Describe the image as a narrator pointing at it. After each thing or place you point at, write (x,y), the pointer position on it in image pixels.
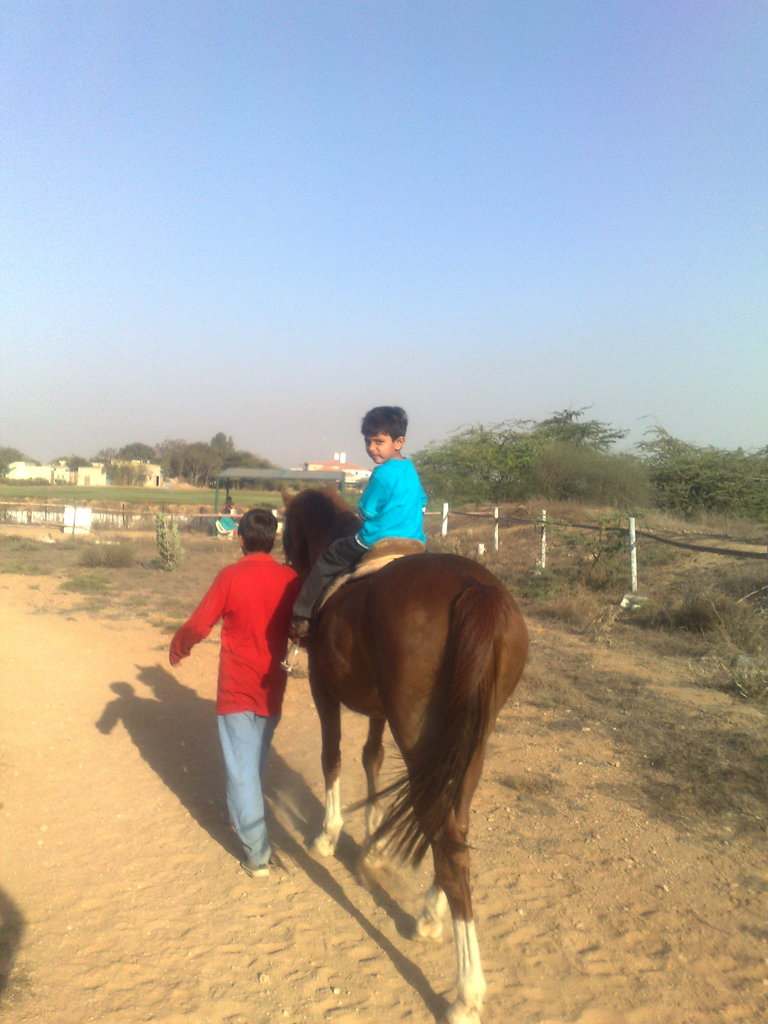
A boy (362,504) with blue t-shirt (390,520) is sitting on a horse (416,660). A man (256,596) with red t-shirt (256,661) is walking along with the horse (337,690). And to the right side (620,479) there are grass (692,580) and trees (610,475). And a blue sky (524,204).
